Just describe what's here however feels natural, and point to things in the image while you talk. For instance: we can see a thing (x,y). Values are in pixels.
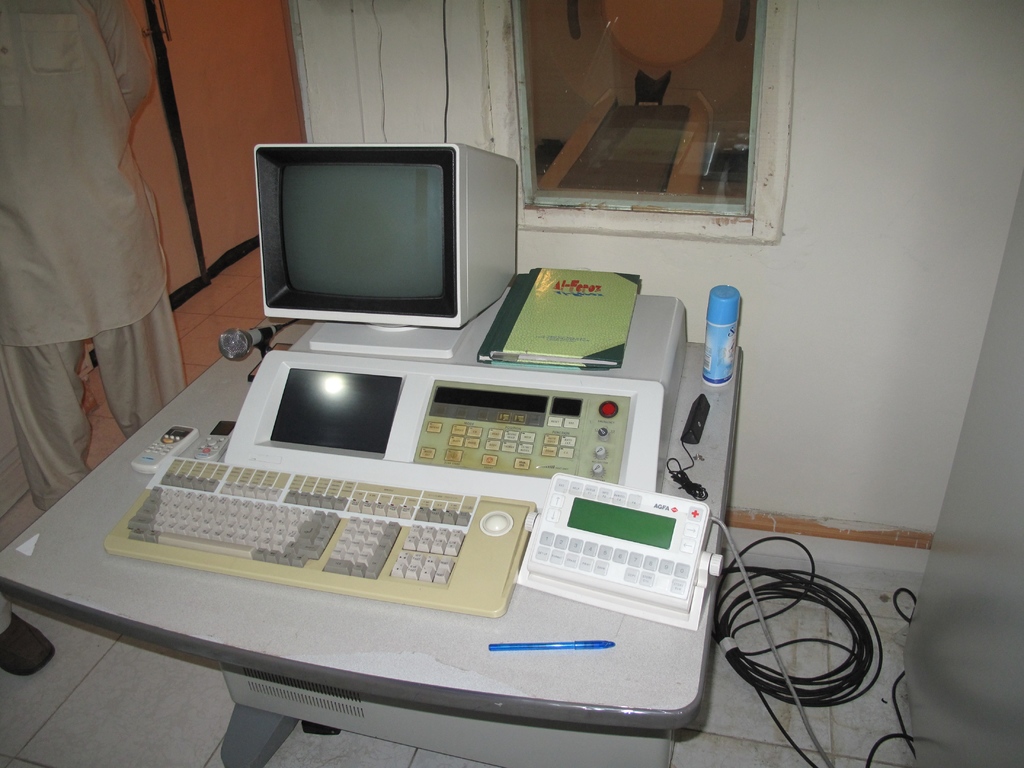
Here we can see a monitor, keyboard (431,565), remotes (170,442), books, bottle (716,359), pen (601,647), and devices (542,568) on a table (479,645). This is floor (132,684) and there are wires (881,669). Here we can see a person (124,215). In the background (956,88) we can see wall (944,247) and glass (668,89).
